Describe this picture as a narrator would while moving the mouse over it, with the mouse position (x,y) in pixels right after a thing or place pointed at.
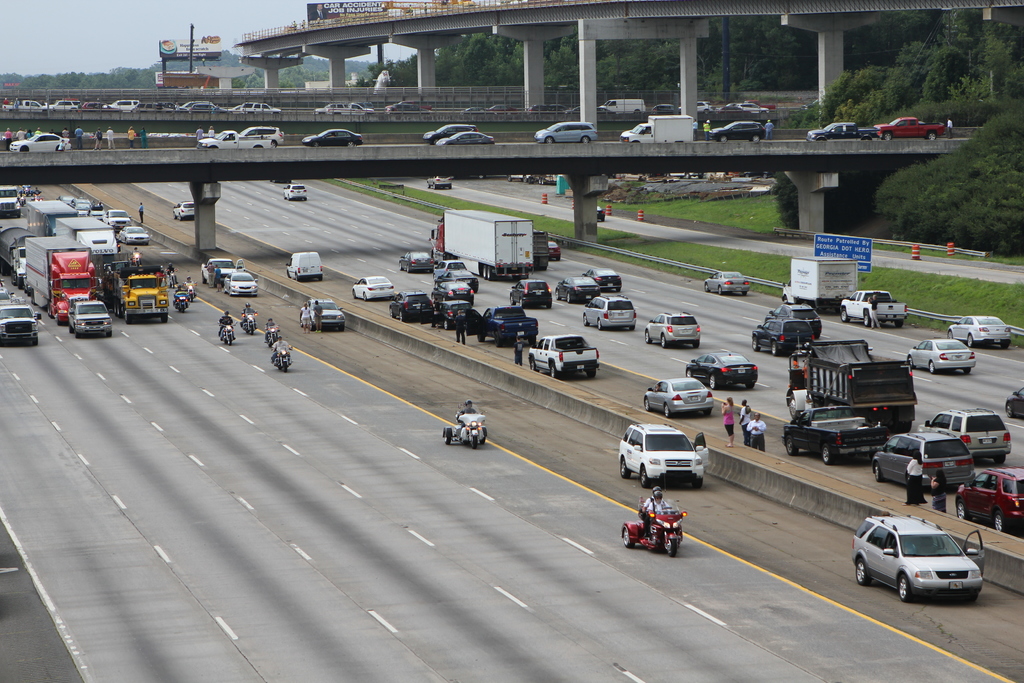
In this picture there are cars (473,279) and trucks (31,248) in the center of the image (343,252), on a road (125,352) and there is a bridge (42,169) at the top side of the image (483,156), on which there are cars (170,107), there are trees (992,154) on the right side of the image (738,64).
